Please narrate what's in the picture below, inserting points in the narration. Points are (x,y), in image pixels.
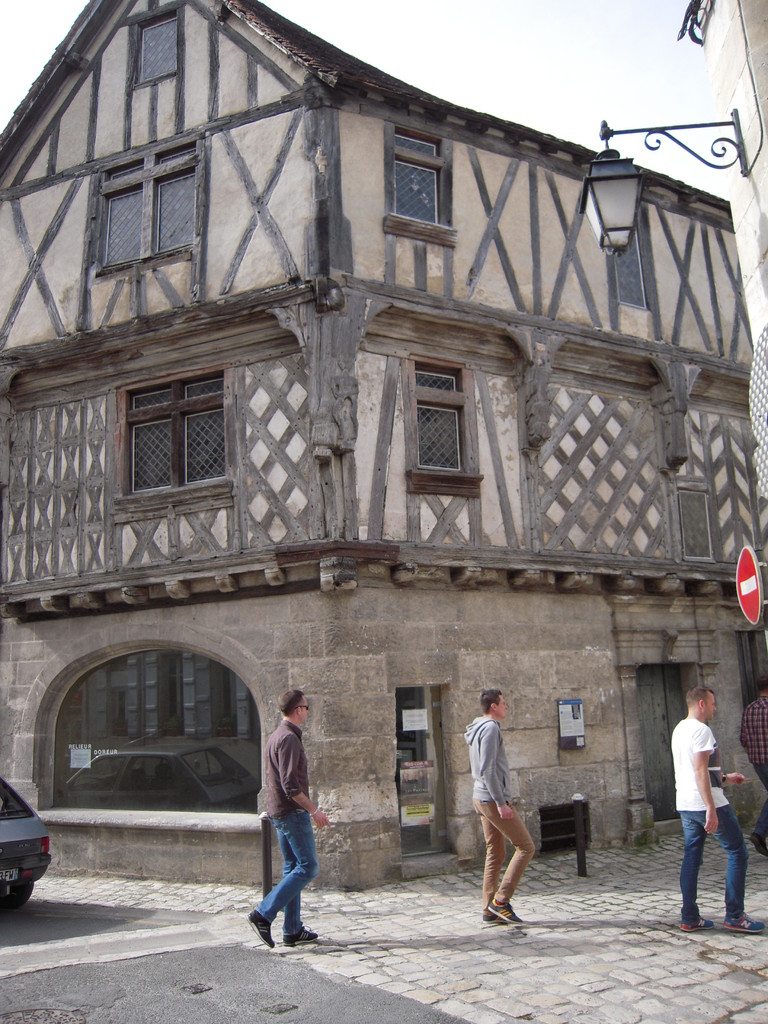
There are people (302,740) walking on the road (330,1007). We can see buildings (9,744). On the left side of the image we can see car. On the right side of the image (744,558) we can see board (755,556) and light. In the background (663,163) we can see sky (455,41).
